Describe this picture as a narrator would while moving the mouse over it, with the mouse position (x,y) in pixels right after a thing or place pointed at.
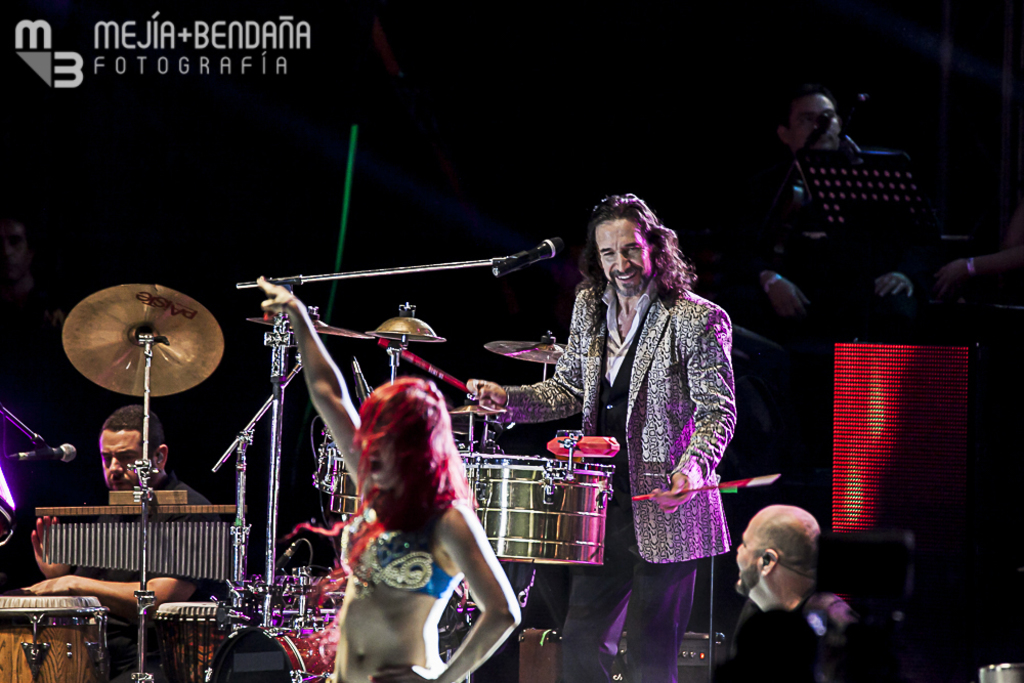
This is a picture of a concert. In the foreground (442,527) there is a woman (386,567) dancing. In the center (603,354) there is a man (637,434) playing drums (600,524). On the left (150,584) there is a man (122,602) sitting and playing drums (54,617). In the background (788,295) there are people (814,295) sitting. On the right (775,599) there is a man (796,575). Background (551,123) is dark. On the stage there are many microphones (519,261).
